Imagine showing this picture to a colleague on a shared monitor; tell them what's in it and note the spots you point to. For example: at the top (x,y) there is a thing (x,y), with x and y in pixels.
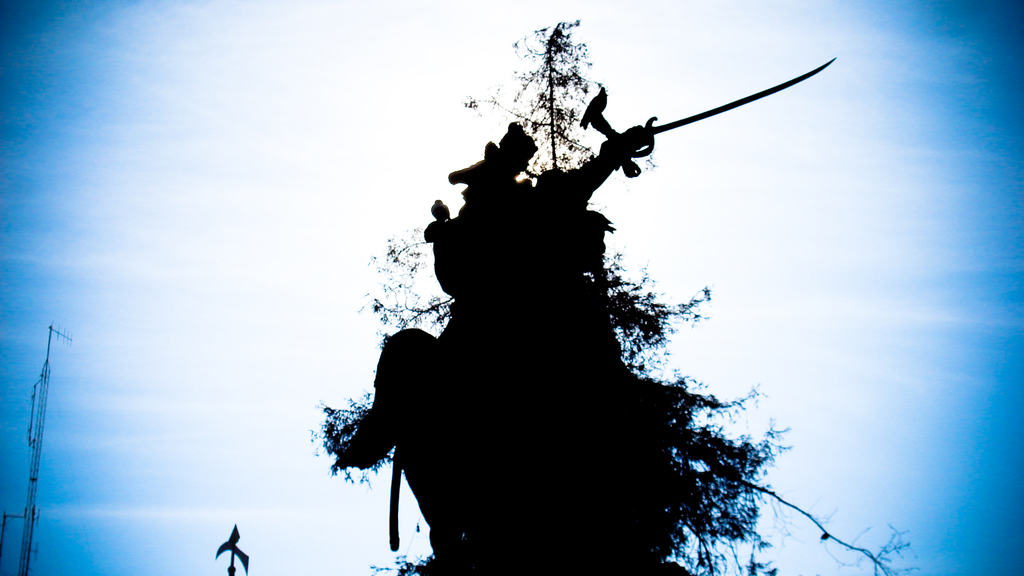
This is an art. In which, we can see there is a statue (603,126) of a person (515,195) on a horse (383,390). In the background (70,315), there is a tower (27,574) and there are clouds (348,23) in the sky (995,69).
